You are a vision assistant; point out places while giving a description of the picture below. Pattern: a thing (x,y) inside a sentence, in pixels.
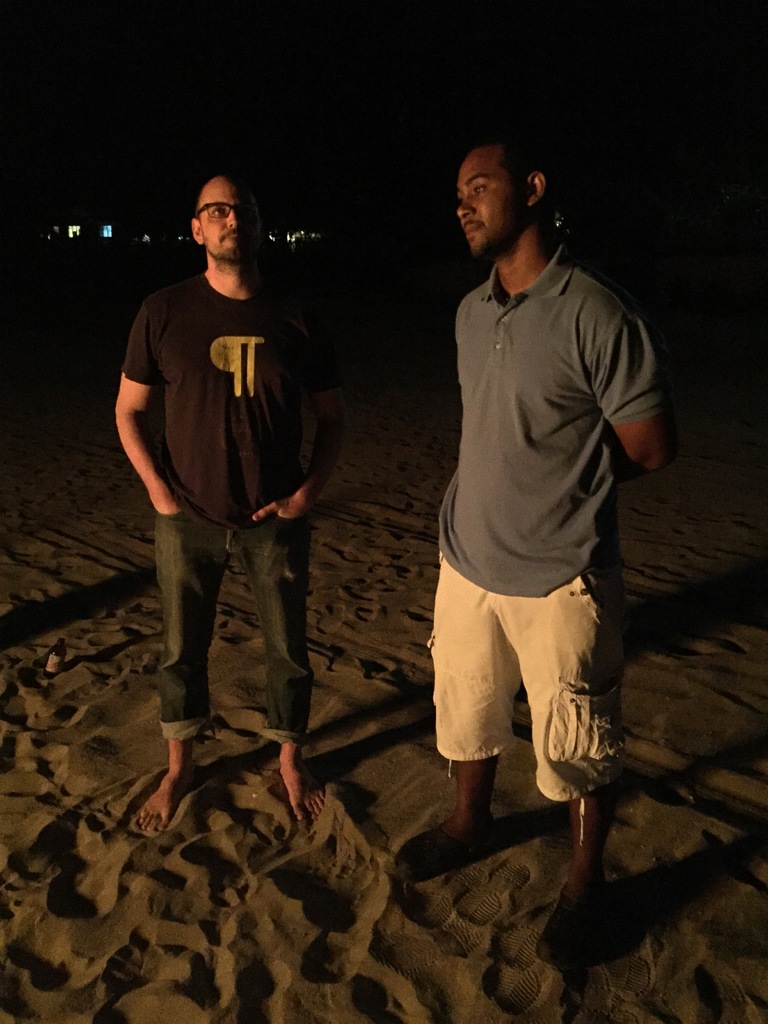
In this image we can see two persons (332,400) standing on the sand (315,778), among them one person (218,230) is wearing a spectacle (247,206) and the background (369,258) is dark.
